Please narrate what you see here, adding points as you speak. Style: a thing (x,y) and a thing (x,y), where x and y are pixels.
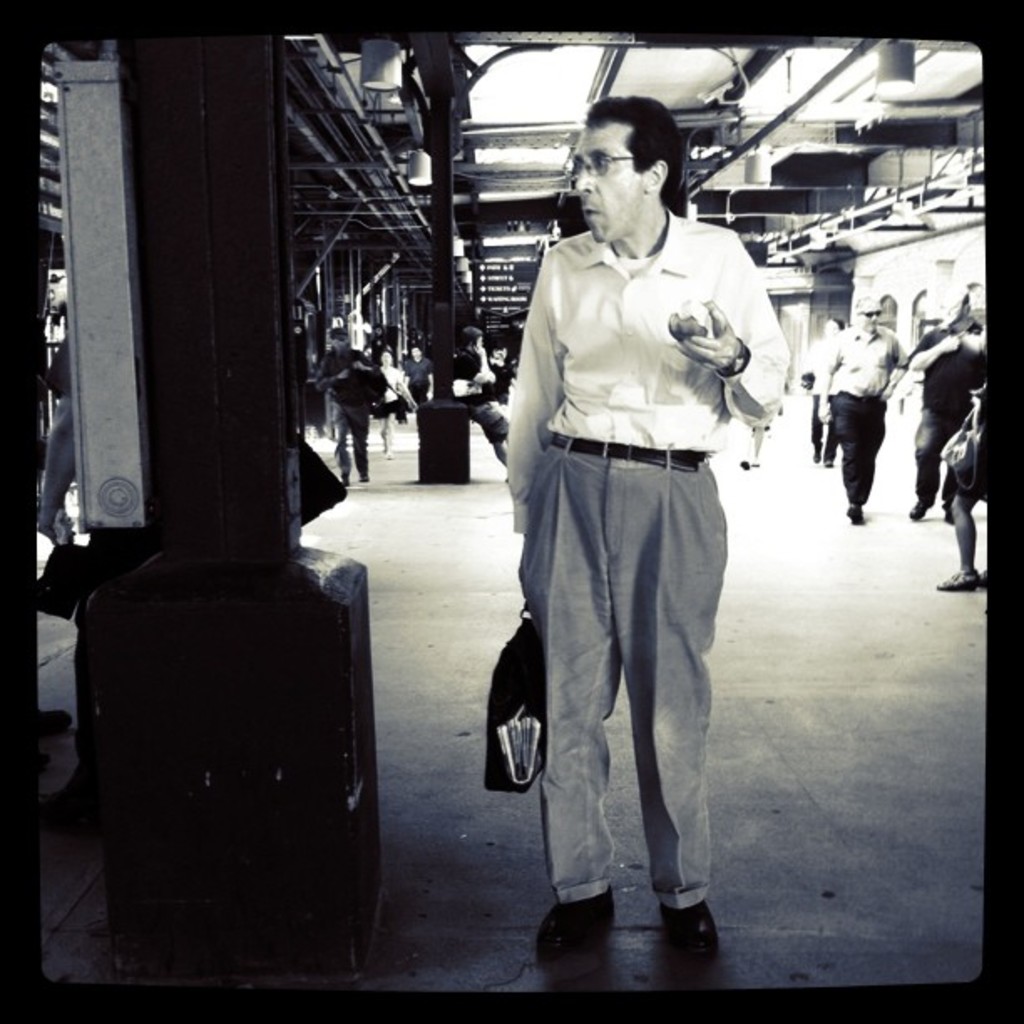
This is a black and white image. In this image we can see some persons (487,367) sitting and some are walking on the floor (612,798). In the background (310,356) there are grills (313,190) and poles (444,181).
